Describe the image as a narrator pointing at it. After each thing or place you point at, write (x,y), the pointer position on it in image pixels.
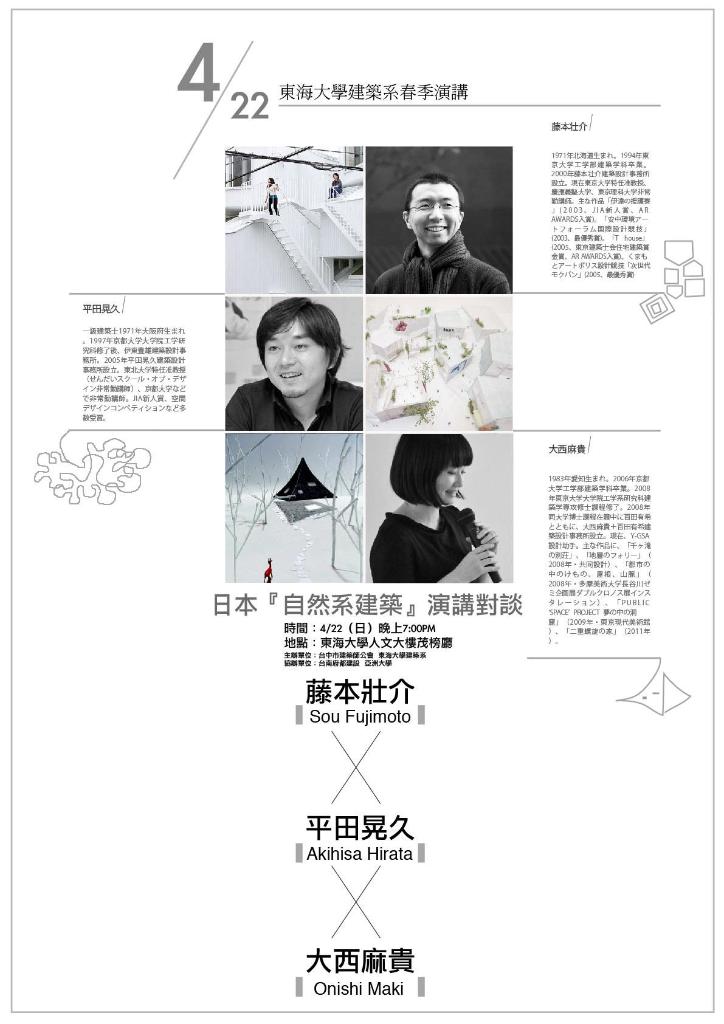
In this image we can see a poster (378,582), here are the images (487,445) on it, here it is in black and white, here is some matter (363,714) written on it.
